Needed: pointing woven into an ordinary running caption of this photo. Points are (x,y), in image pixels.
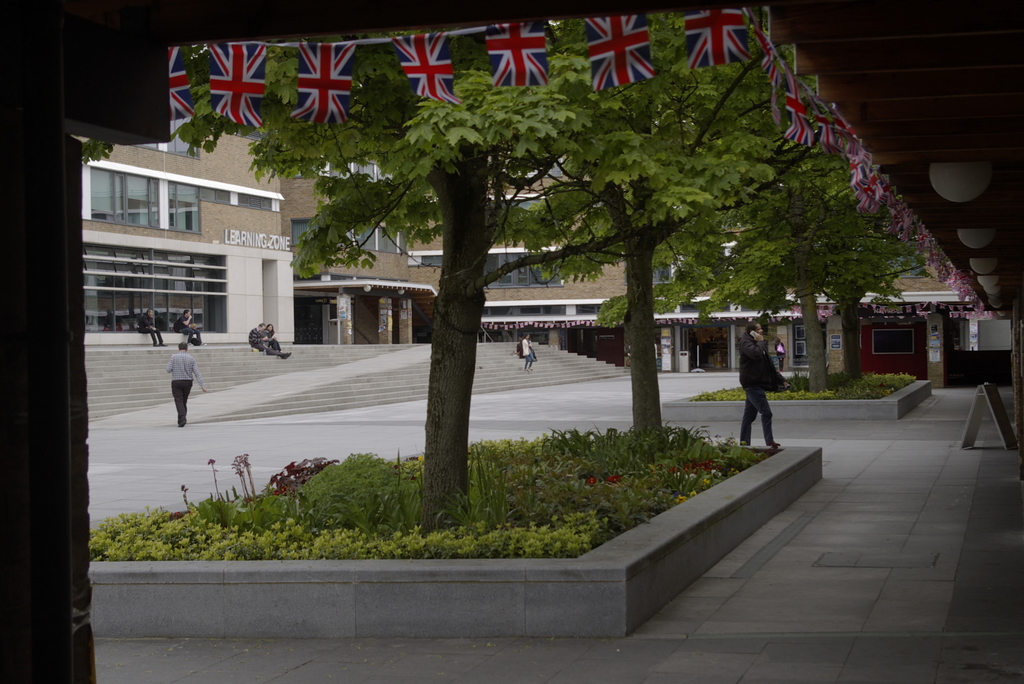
In this image, we can see buildings (234,330), trees (608,210), some people (278,346) sitting on the stairs (285,367) and some are walking and we can see some plants (466,524). At the bottom (812,580), there is floor (886,540).
